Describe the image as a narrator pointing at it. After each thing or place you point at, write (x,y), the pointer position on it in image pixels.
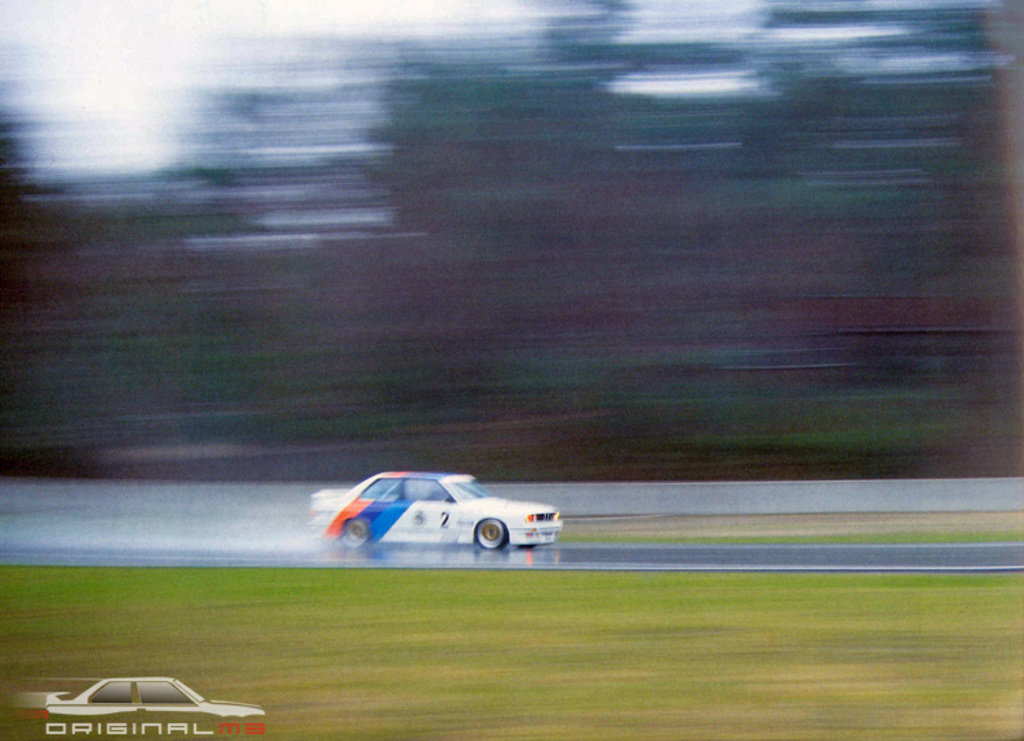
This image consists of a car (416,515) in white color. At the bottom (490,576), there is a road (884,557) and green grass (196,606). In the background (728,323) there are trees (392,270) and it is blurred.
